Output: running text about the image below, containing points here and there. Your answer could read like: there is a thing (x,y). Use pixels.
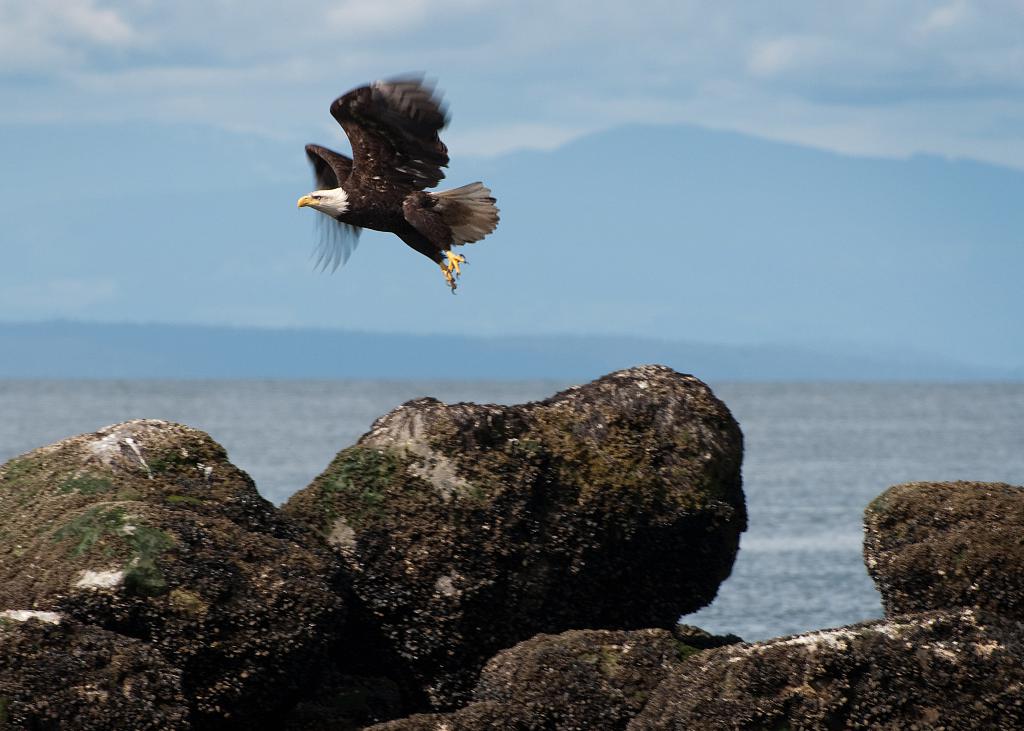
In the foreground of the image (845,641) we can see rocks (908,600) and some water body (779,463). In the middle of the image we can see an eagle (457,235) which is flying. On the top of the image (661,74) we can see the sky (721,106).
